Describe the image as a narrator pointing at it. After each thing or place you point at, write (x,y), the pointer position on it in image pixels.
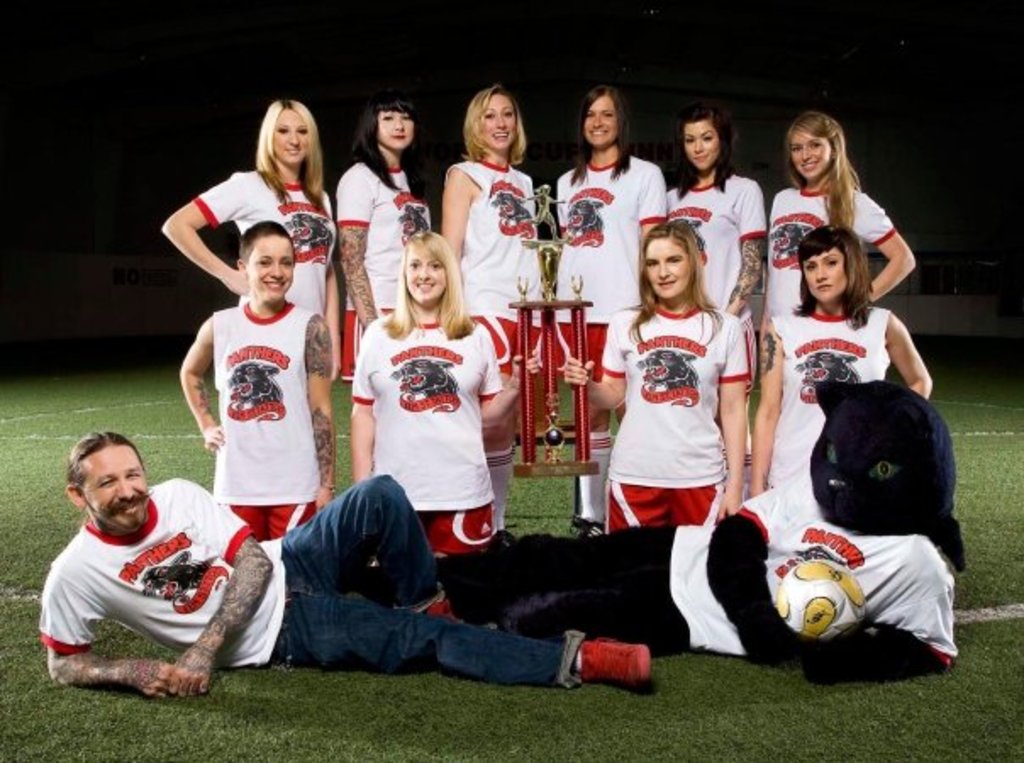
In this picture we can see a group of people (247,376) smiling where some are standing and two are holding a trophy (554,366) with their hands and two are lying on the grass (118,390) and in the background (116,341) it is dark.
